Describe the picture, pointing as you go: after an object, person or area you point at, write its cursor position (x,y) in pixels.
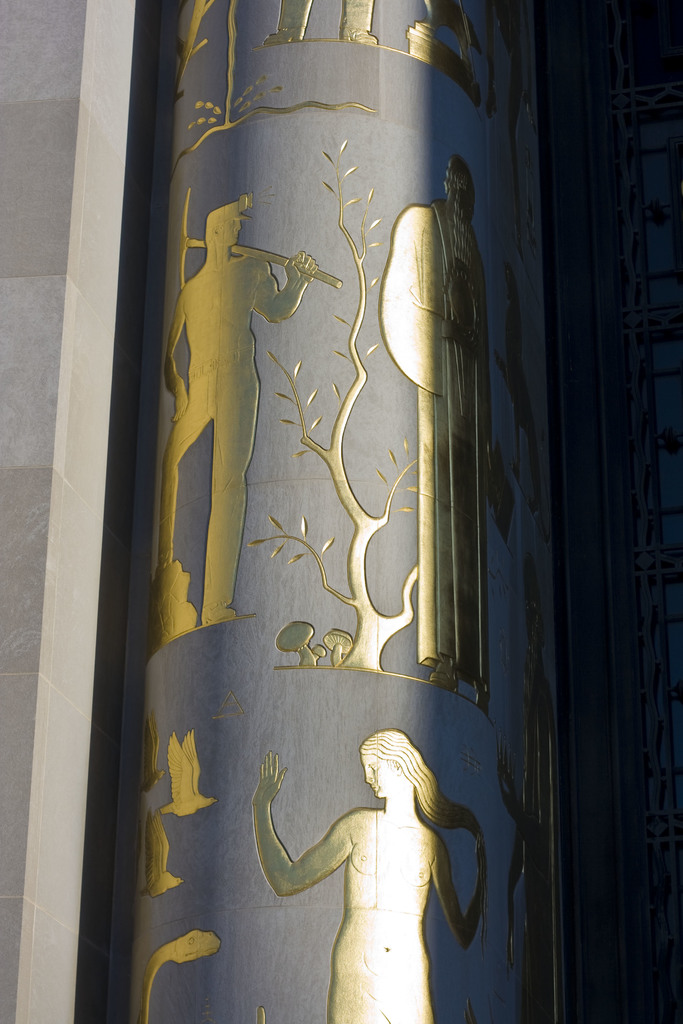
At the down there is a sculpture (401,858) of a woman (395,864) on this wall (278,428). In the middle (252,432) there is a structure (252,432) of a man (250,412) on this wall (282,404). In the middle (280,527) it looks like a tree shaped.
